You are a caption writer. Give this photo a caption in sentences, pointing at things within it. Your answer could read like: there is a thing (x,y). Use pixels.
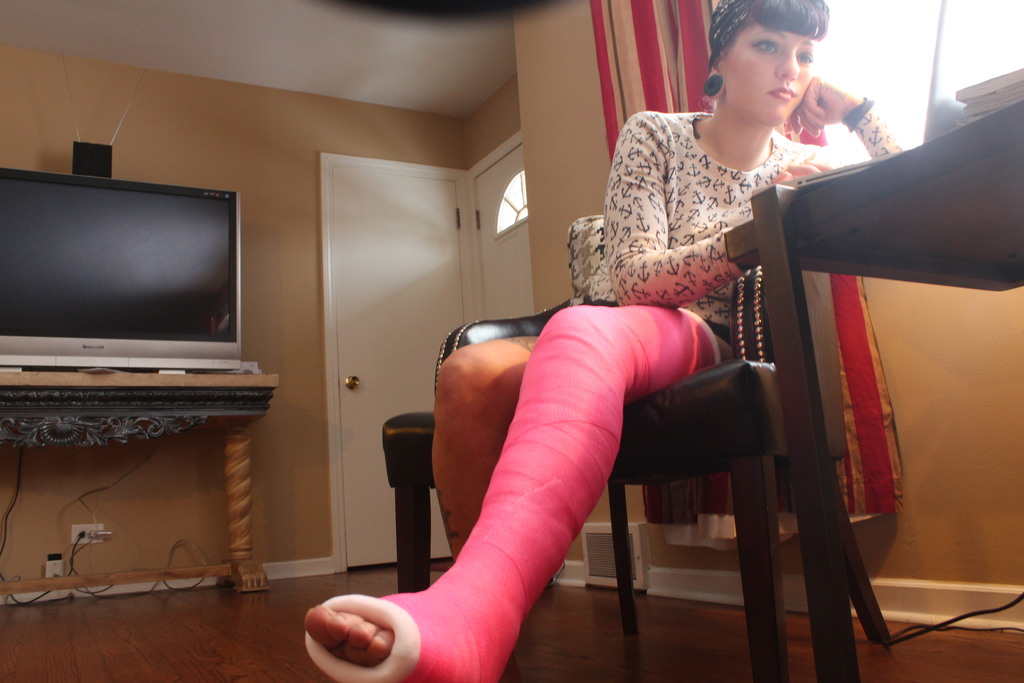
In the picture we can see a woman (635,286) sitting on the chair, she is wearing a white top (633,208) with black marks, and with a cast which is pink in color to her leg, she is near to the table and on the table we can find some books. In the background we can see a television (141,200) on the table (39,444) and white door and a curtain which is red, white in color.
